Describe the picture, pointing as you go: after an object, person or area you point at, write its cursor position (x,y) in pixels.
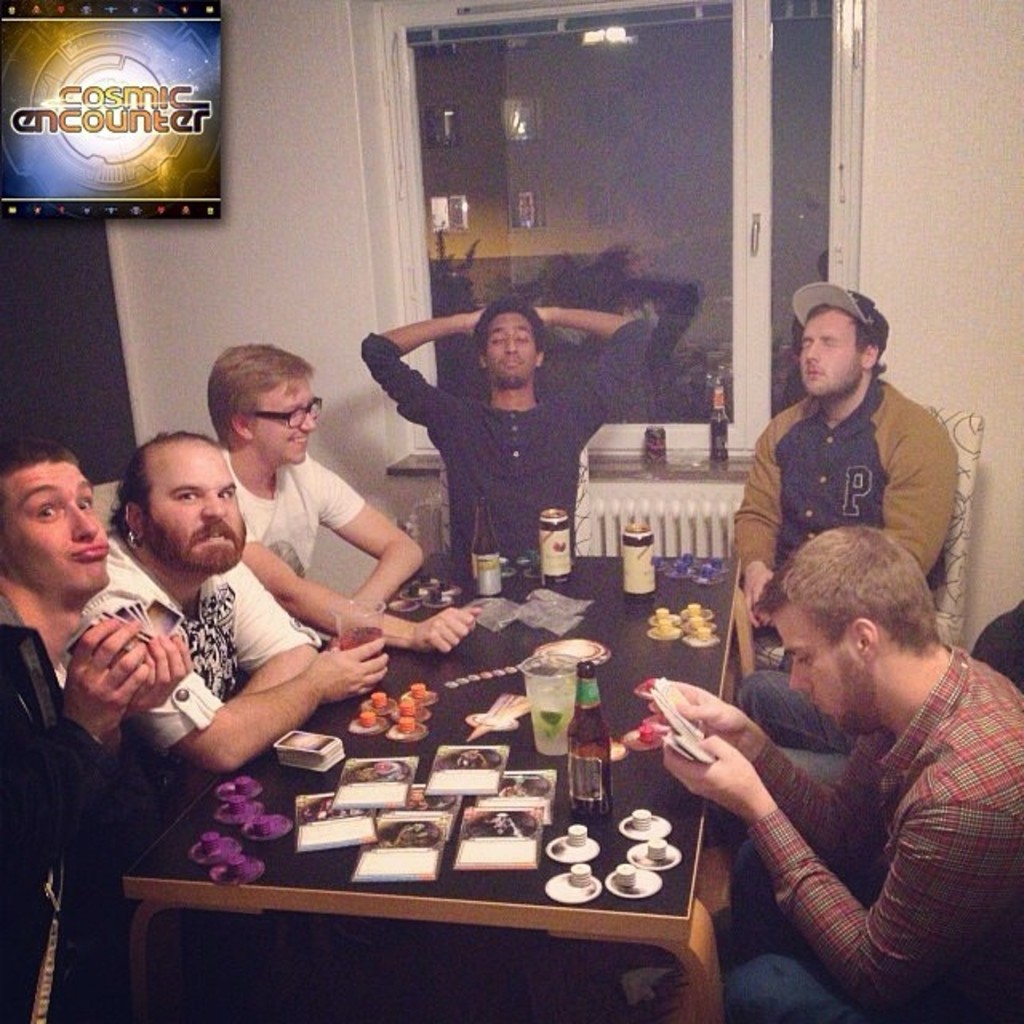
In the middle (537,628) there is a table (509,687) on that table (509,584) there is a glass (557,709), bottle (586,760), tin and some other items (488,775). On the right (835,643) there is a man (846,874) he is playing with cards (692,743) he wear a checked shirt (904,888) and trouser (818,982). On the left (131,622) there are three men (207,569) staring at something. In the background (166,145) there is a window (615,188), glass (636,173), poster (209,131), text (150,129). In the middle (536,433) there is a man (541,487) he wear a blue shirt (499,448). I think they all are playing cards (536,774).
